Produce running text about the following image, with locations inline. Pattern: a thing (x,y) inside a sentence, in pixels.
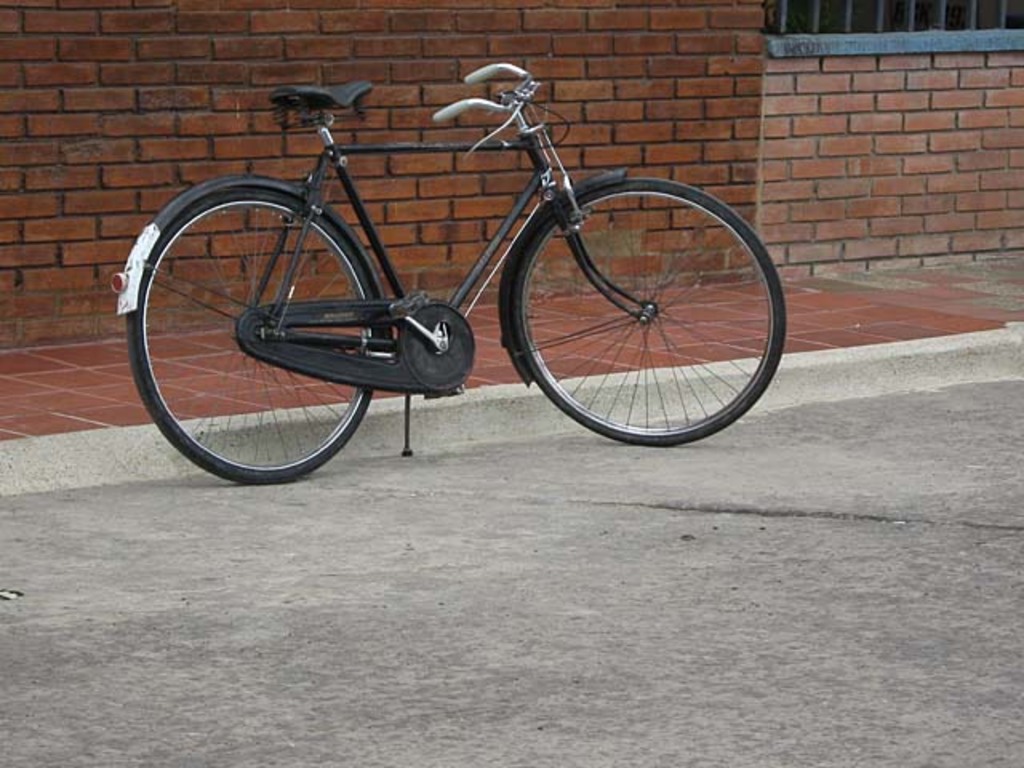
In this image I can see the bicycle (468,363) on the road (494,511). To the side of the bicycle (529,87) I can see the brown color brick wall (633,130).
